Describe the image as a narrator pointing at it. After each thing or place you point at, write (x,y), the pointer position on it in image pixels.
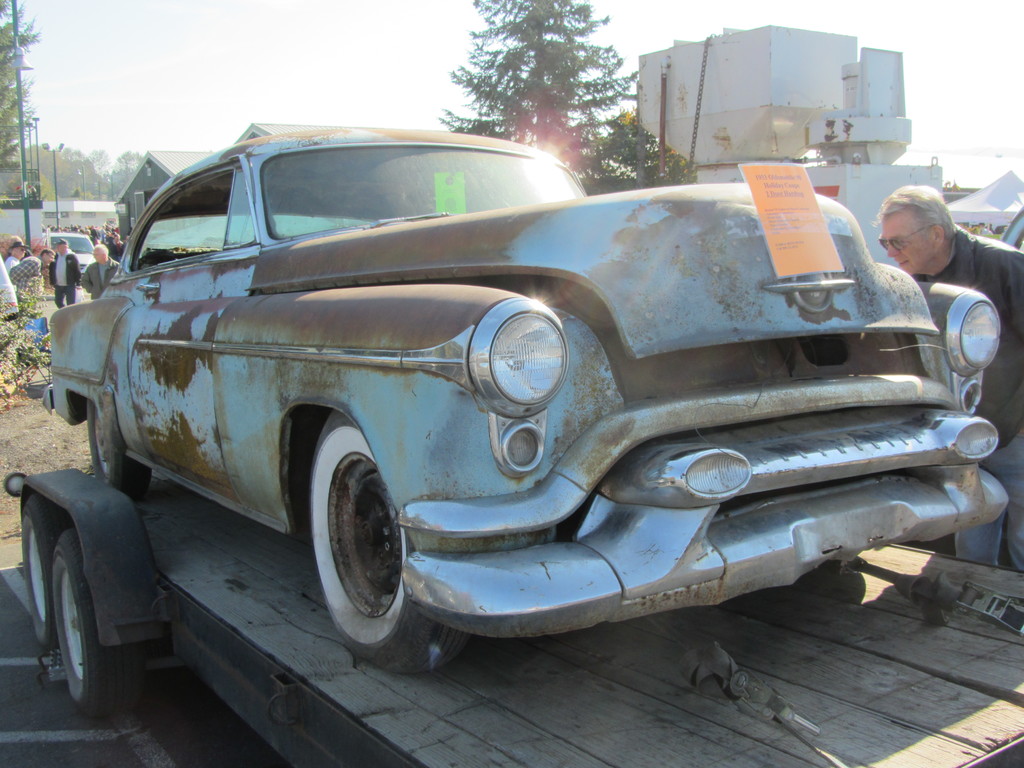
In this image there is a cart (786,744), on that cart (863,722) there is a car (603,523), in the background (89,23) there are people (944,219) trees (512,120), buildings (129,189) and the sky (102,17).
